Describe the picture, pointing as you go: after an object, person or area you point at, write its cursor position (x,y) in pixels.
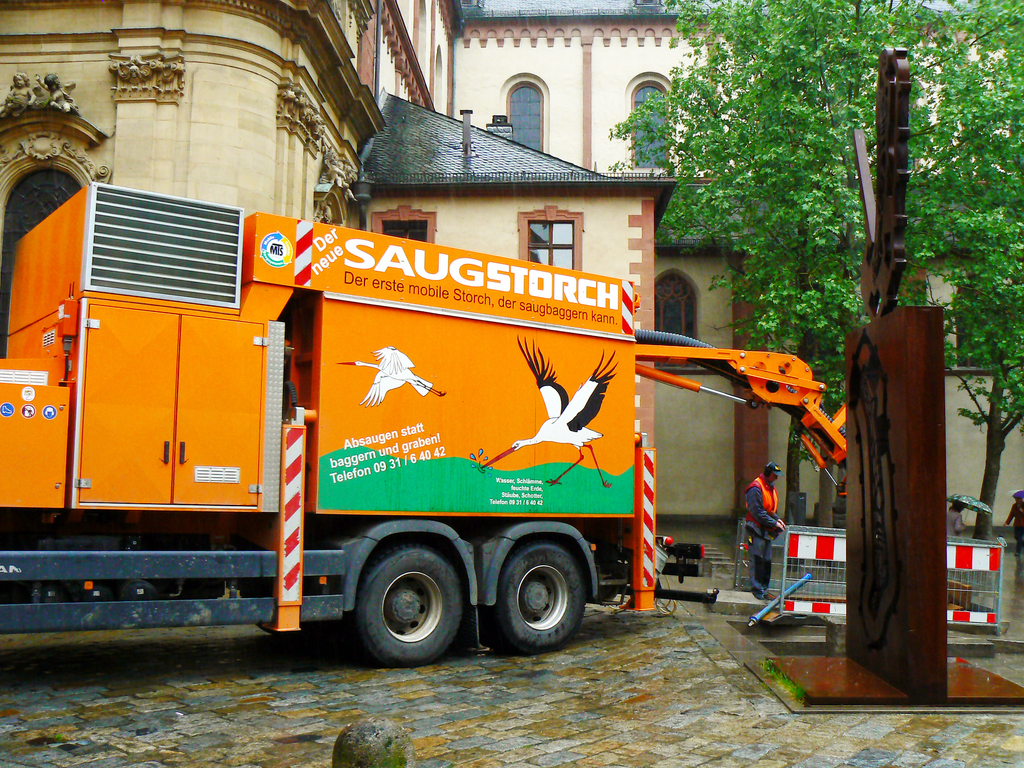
In this image I can see a vehicle (558,564) on the road (608,672), person (775,471), barriers (818,596), memorial (920,601) and a group of people (1004,525) on the road (1010,575). In the background (772,210) I can see buildings (589,205), trees (729,180), windows (573,229). This image is taken maybe during a rainy day.
